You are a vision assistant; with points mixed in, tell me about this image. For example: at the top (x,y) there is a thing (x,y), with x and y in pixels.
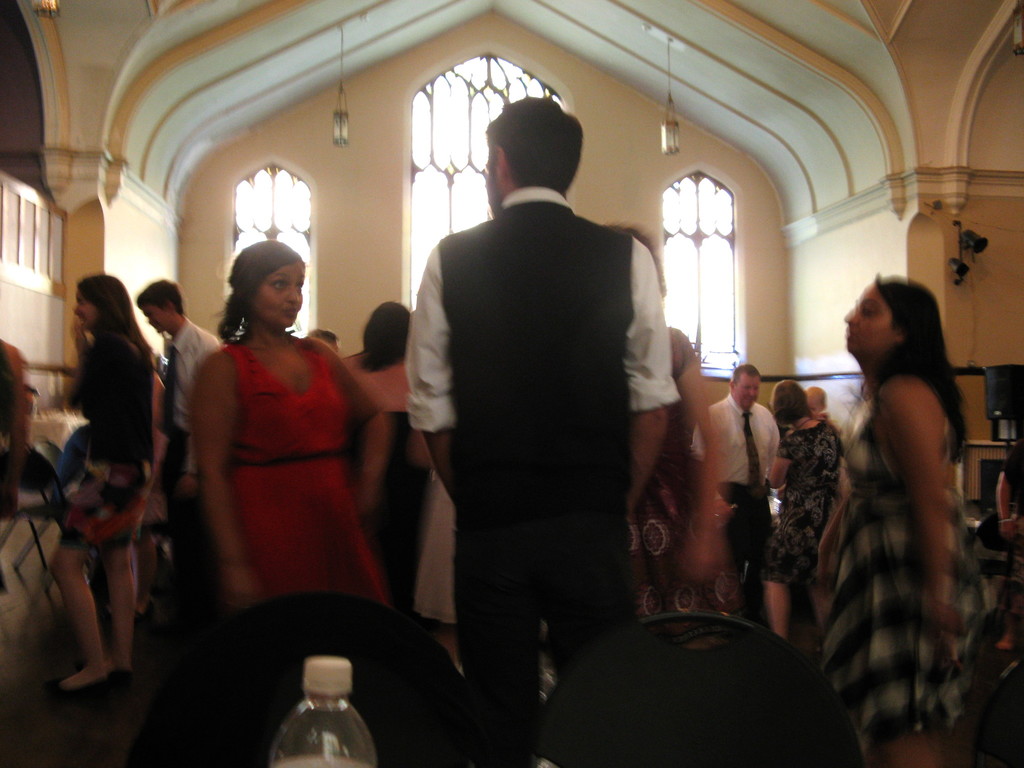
In this picture there are a group of people (374,489) standing and in the background (246,213) there is a window (450,114) and lamps (669,126).
